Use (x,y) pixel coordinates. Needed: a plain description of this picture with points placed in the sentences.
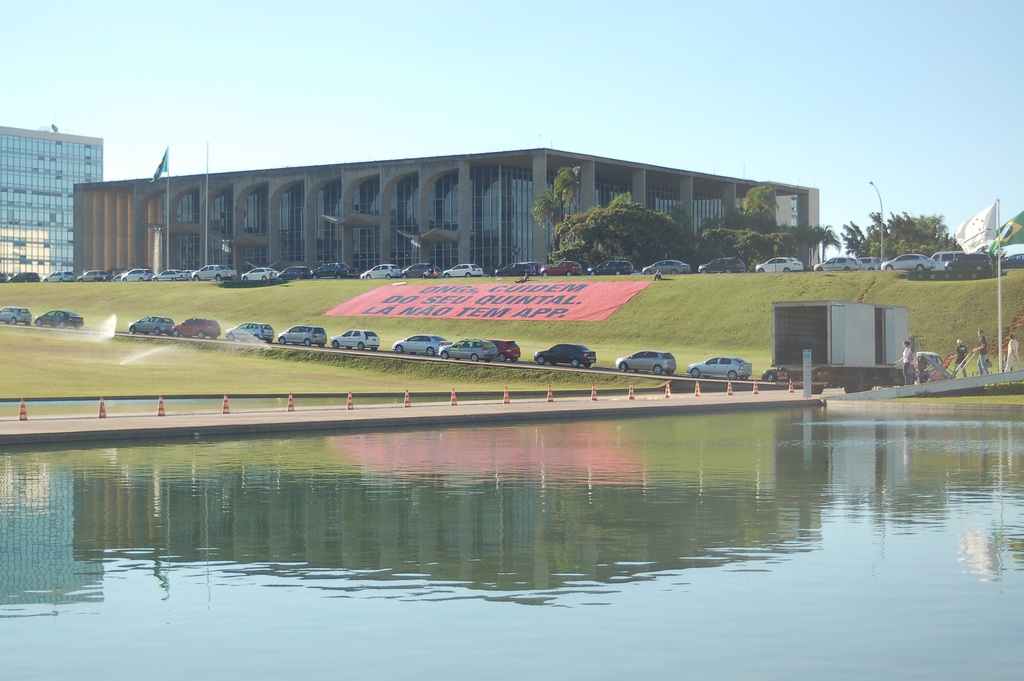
In this image I can see water (640,522) in the front (562,518). In the background (486,347) I can see number of vehicles (871,332), number of trees (899,237), few buildings (428,231), few poles (999,249) and the sky (614,63). On the right side of this image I can see few people (1018,365) are standing and near them I can see a white colour flag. On the left side (165,174) I can see one more flag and in the centre of this image (467,302) I can see something is written.
